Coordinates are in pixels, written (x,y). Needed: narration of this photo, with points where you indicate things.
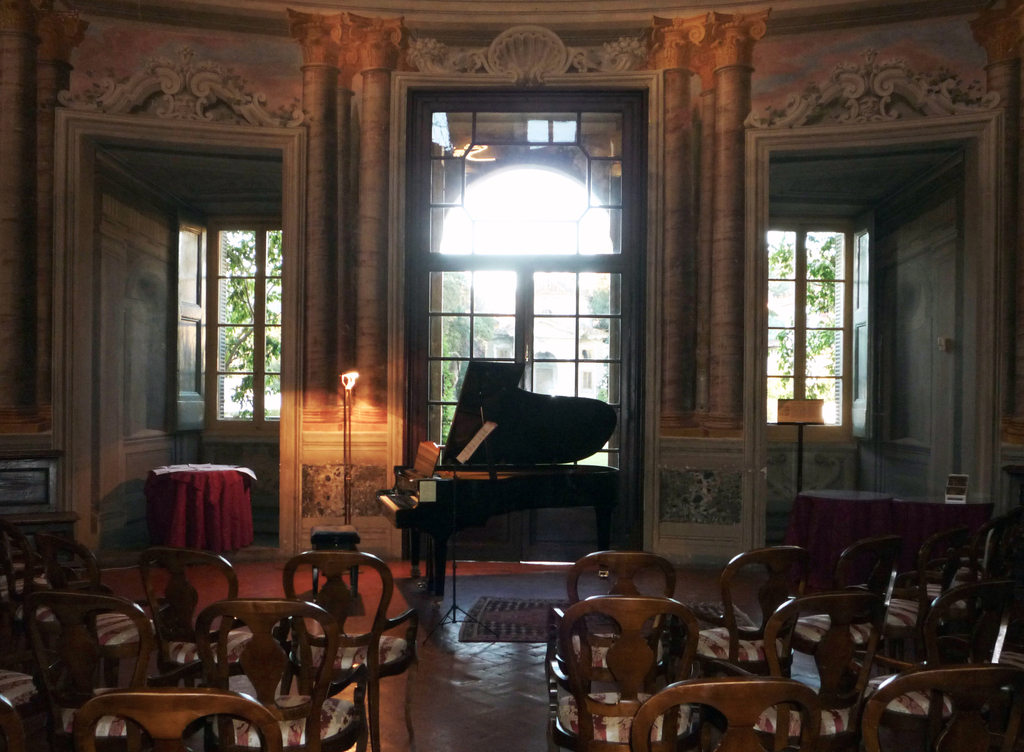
This picture is taken inside the room (500,747) in that there are some chairs (959,668) which are in brown color and in the middle (521,498) there is a piano (505,458) which is in black color, In the left side (233,470) there is table (205,513) in red color, There are some walls (67,137) which are in white and brown color, There is a glass windows (811,302) in white color.
